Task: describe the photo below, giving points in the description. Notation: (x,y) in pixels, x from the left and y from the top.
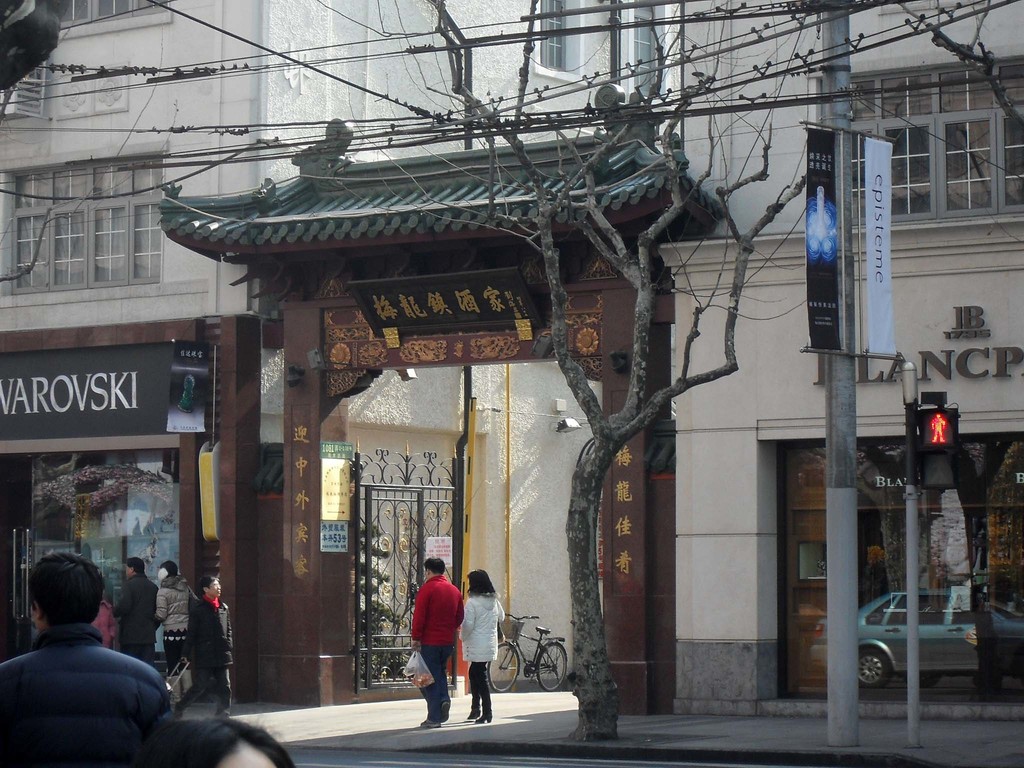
There are people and few people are walking. We can see dried tree (586,658), boards (825,272) and traffic signal (919,422) on poles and wires (781,86). In the background (768,55) we can see building (86,293), bicycle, gate (449,486) and windows (906,111).
